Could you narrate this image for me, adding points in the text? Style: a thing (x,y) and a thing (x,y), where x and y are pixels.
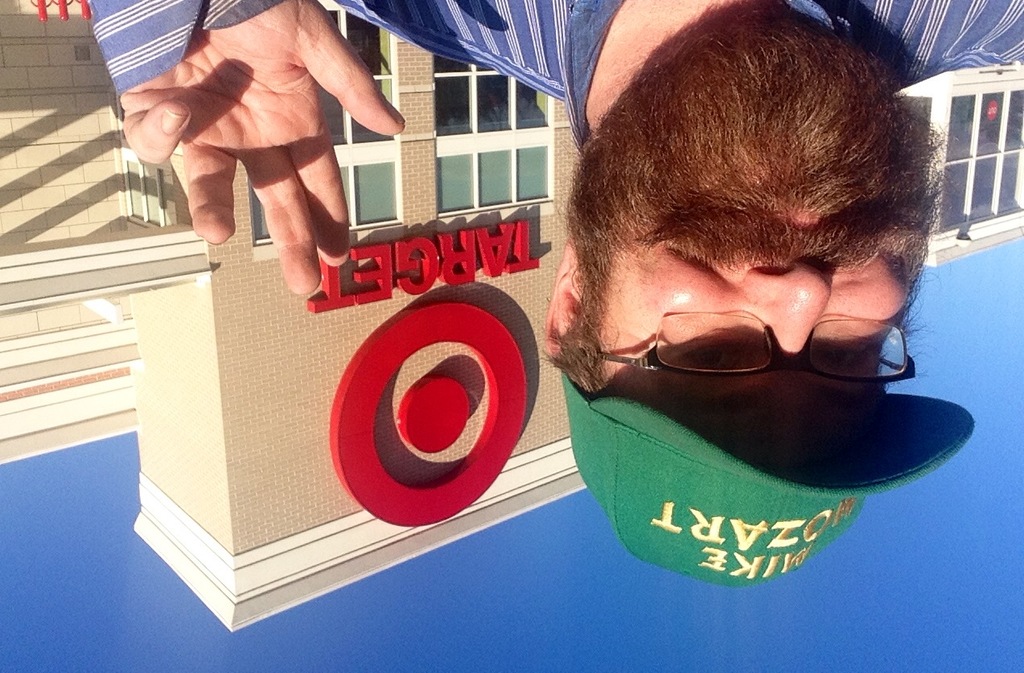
In this picture, we see the man (576,60) in the blue shirt (544,45) is wearing the spectacles (854,330). He is even wearing a green cap (805,478). Behind him, we see a building (285,357). We see windows (389,186) and "TARGET" written on the building (319,330). At the bottom (560,589), we see the sky (746,596), which is blue in color.
